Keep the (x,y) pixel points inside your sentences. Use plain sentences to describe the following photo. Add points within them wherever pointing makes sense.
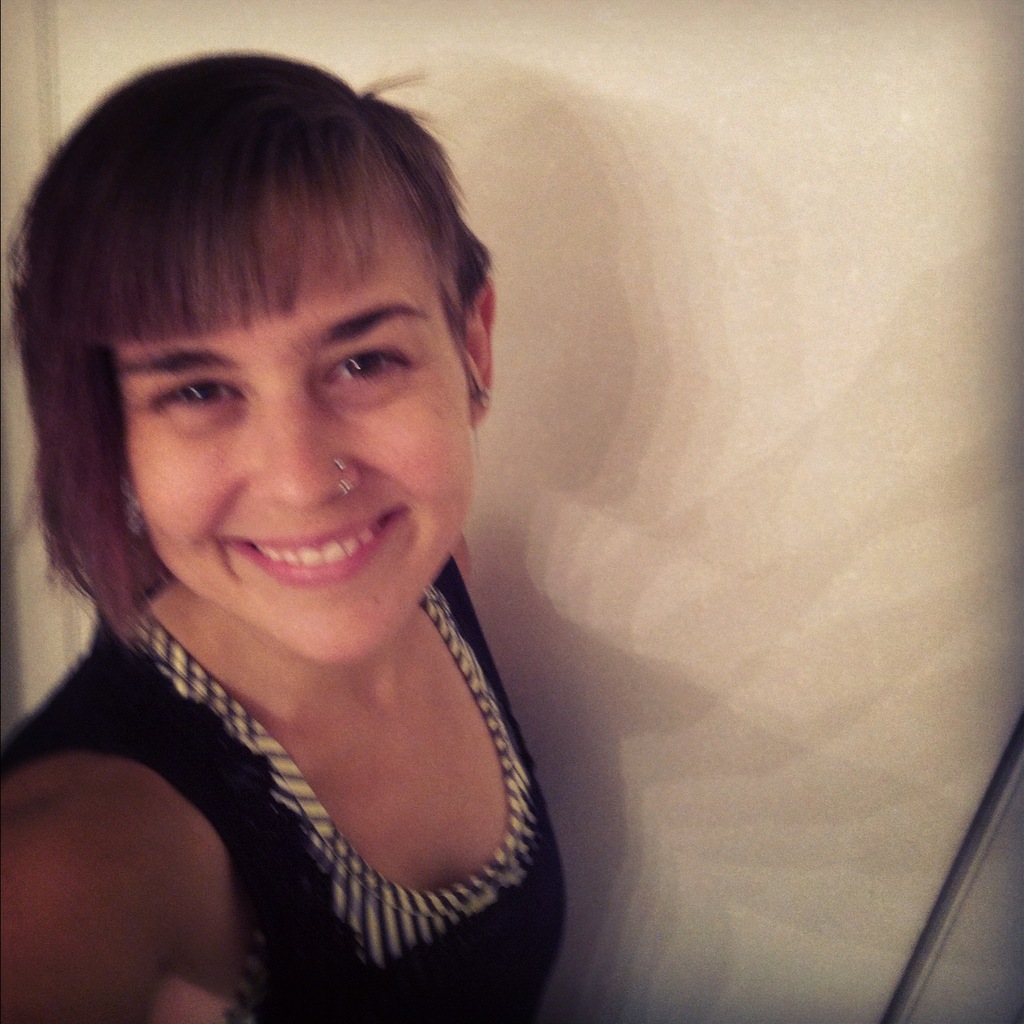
In this picture I can see a woman (477,716) on the left side (230,238), she is smiling.
